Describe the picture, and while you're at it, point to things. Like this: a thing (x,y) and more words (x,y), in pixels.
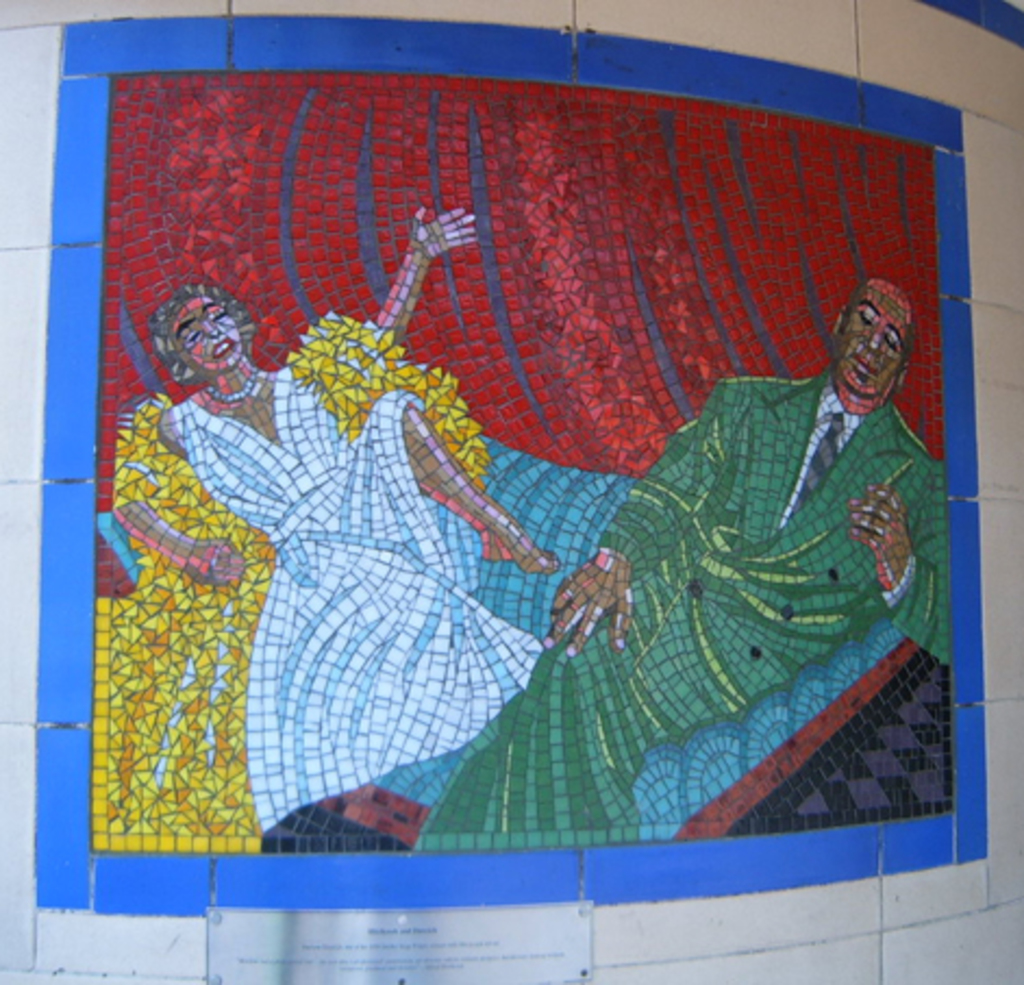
In this image we can see a painting (370,269) of two persons (376,538). One woman (388,542) is wearing a white dress (284,454) and one person (828,535) is wearing a green coat (766,626).
